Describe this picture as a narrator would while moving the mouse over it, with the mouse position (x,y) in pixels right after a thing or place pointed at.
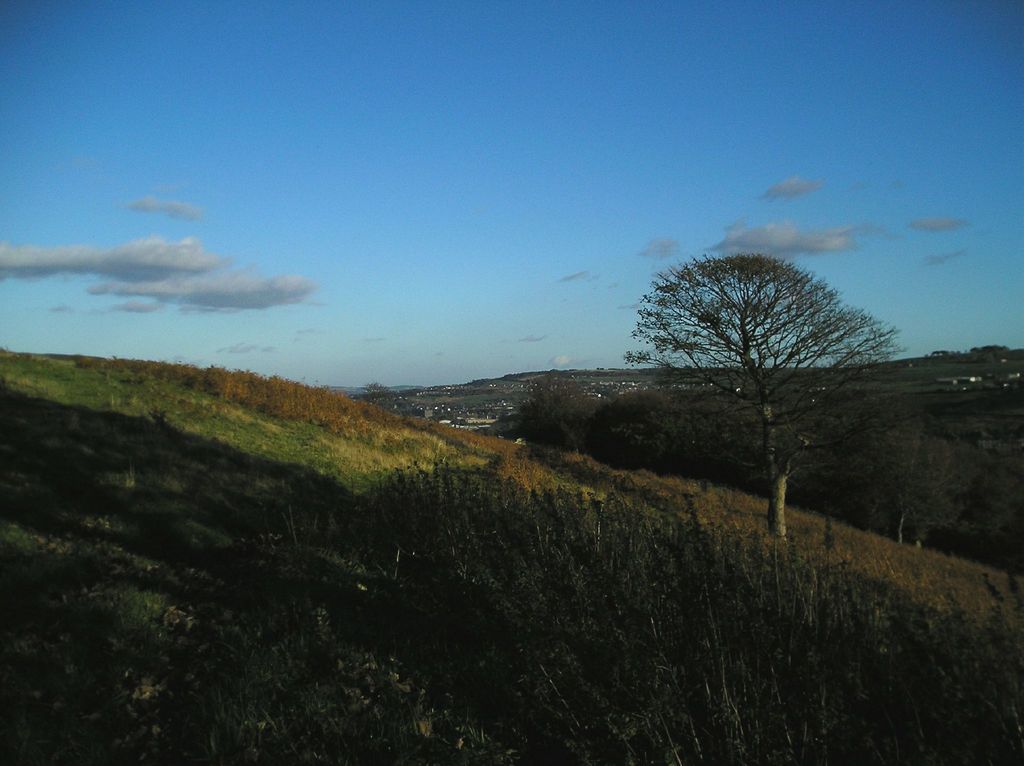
In this picture we can see trees (800,436), grass (259,468), mountains (580,374) and in the background (209,259) we can see the sky (687,185) with clouds (814,243).
